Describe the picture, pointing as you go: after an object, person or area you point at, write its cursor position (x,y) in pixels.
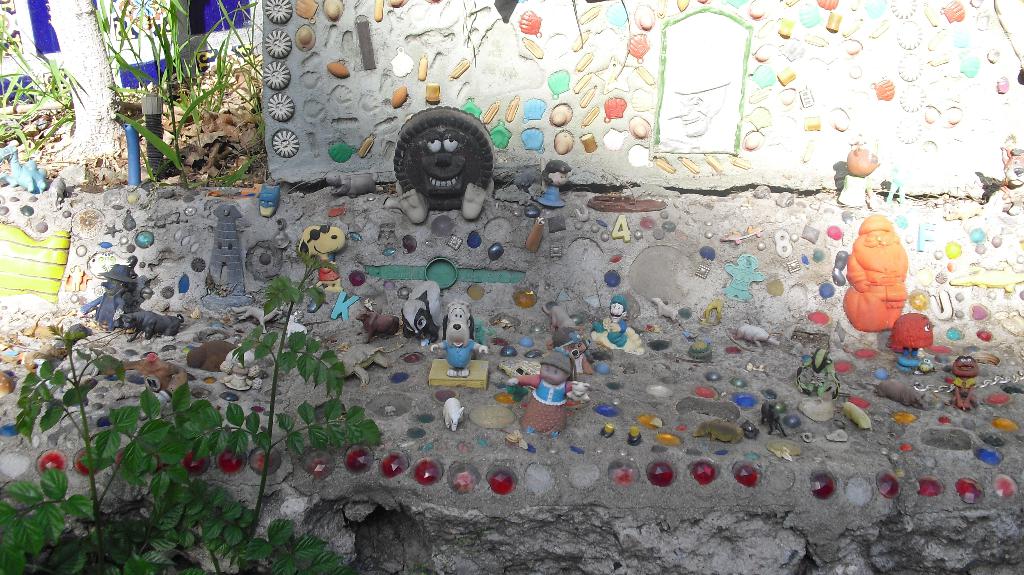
In this image we can see pebbles (1000,424) and toys (858,278) are attached to the cement wall (757,295). We can see one plant (53,527) in the left bottom of the image (115,526) and grass (61,96) in the left top of the image (73,80).
